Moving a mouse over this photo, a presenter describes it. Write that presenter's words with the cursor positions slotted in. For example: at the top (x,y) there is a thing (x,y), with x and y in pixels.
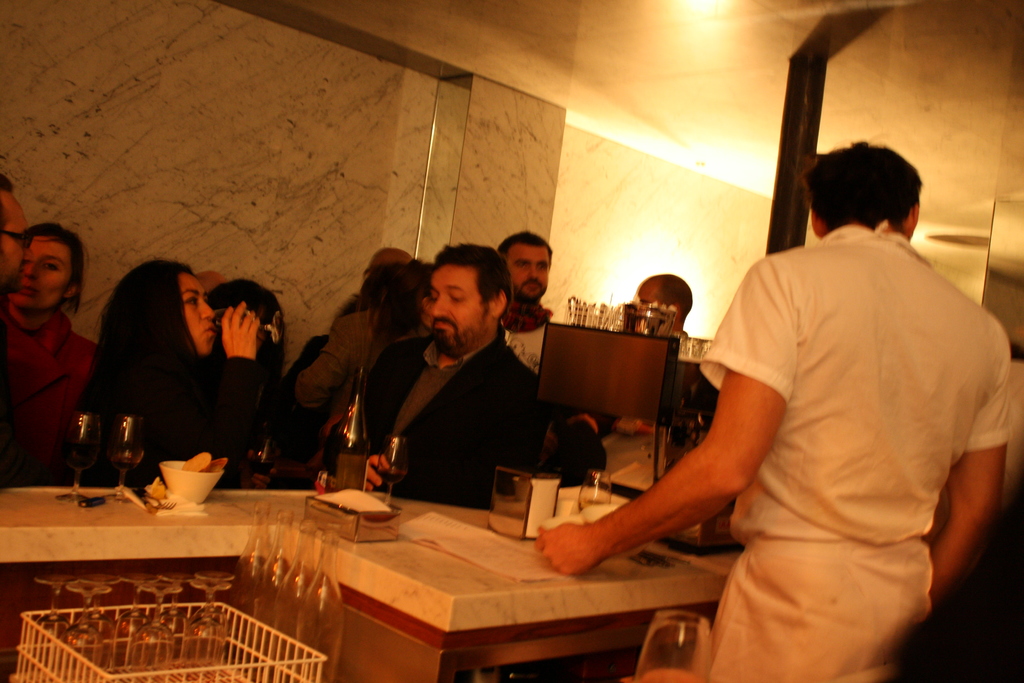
In the middle (420,388) there is a man (427,462) he wear suit (423,460). On the right (842,413) there is a man (814,514) he wear white shirt (857,380). On the left (178,348) there is a woman (184,364) she is drinking something. In the background (280,300) there are many people (75,257), wall (561,180) and light (702,162).
